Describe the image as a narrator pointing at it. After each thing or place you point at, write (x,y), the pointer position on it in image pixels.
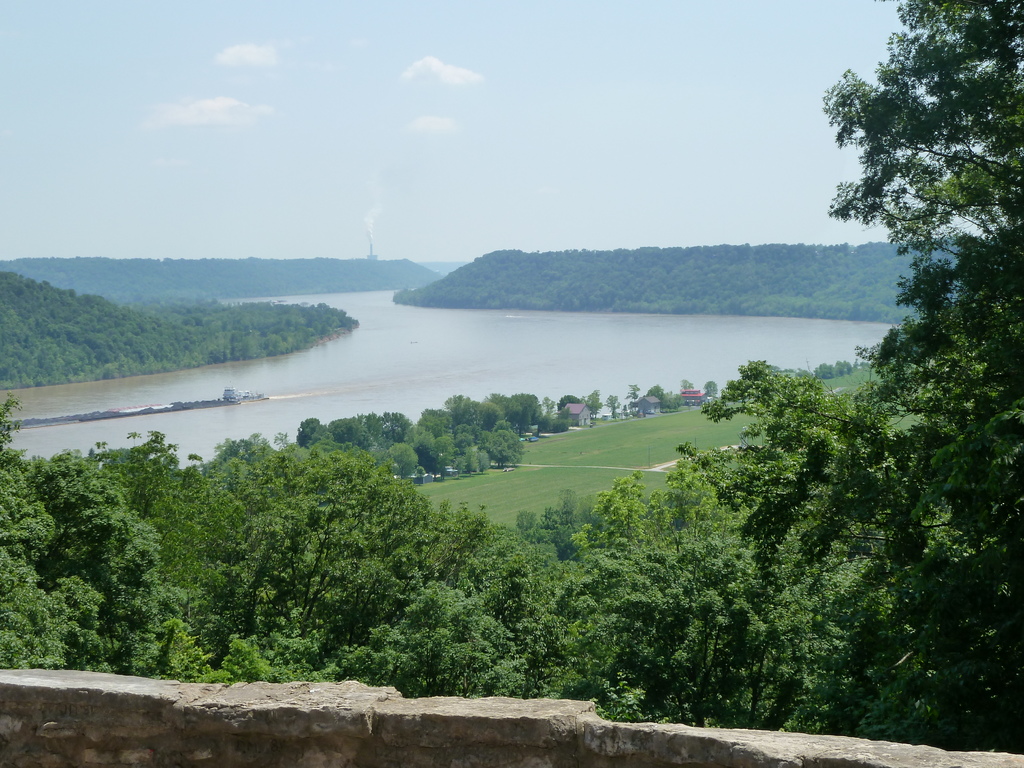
In this image we can see trees (882,421), grass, buildings (581,421) and water body (434,356). At the bottom of the image (288,745), we can see a boundary wall (459,746). At the top of the image (486,115), we can see the sky (363,103) with clouds (245,103).
